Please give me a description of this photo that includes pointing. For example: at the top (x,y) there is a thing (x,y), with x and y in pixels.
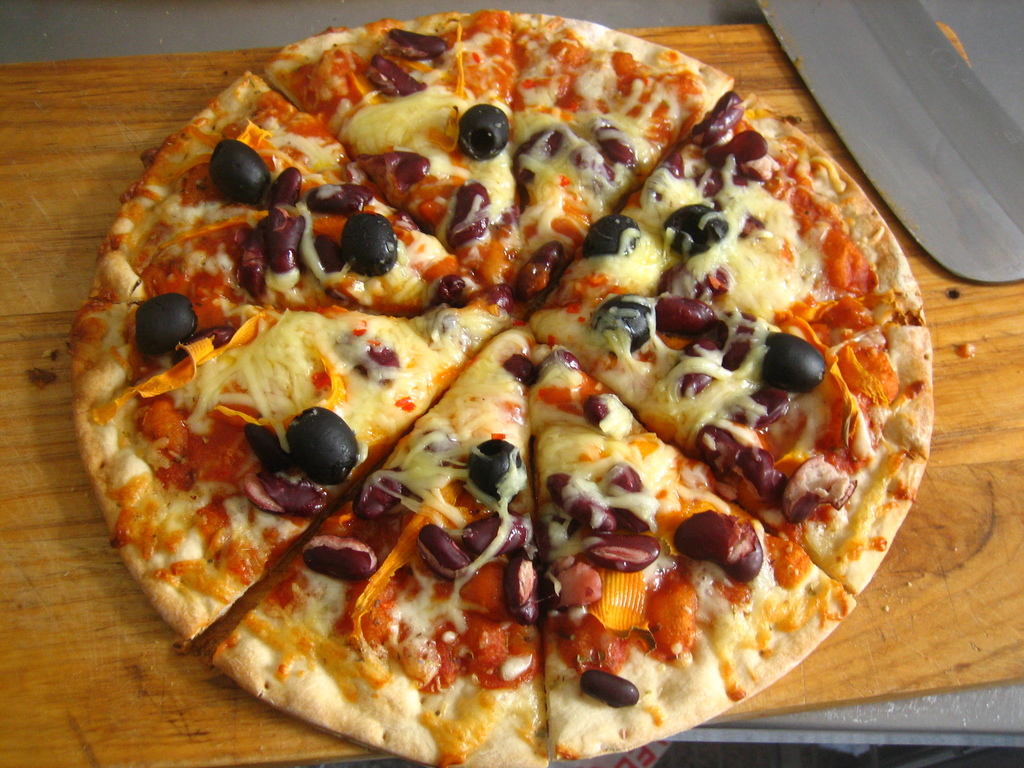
This image consists of a pizza (408,482) on which there are black olives (366,234) as stuffings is kept on a wooden board (76,727). To the right (897,170), there is a knife (914,166).
